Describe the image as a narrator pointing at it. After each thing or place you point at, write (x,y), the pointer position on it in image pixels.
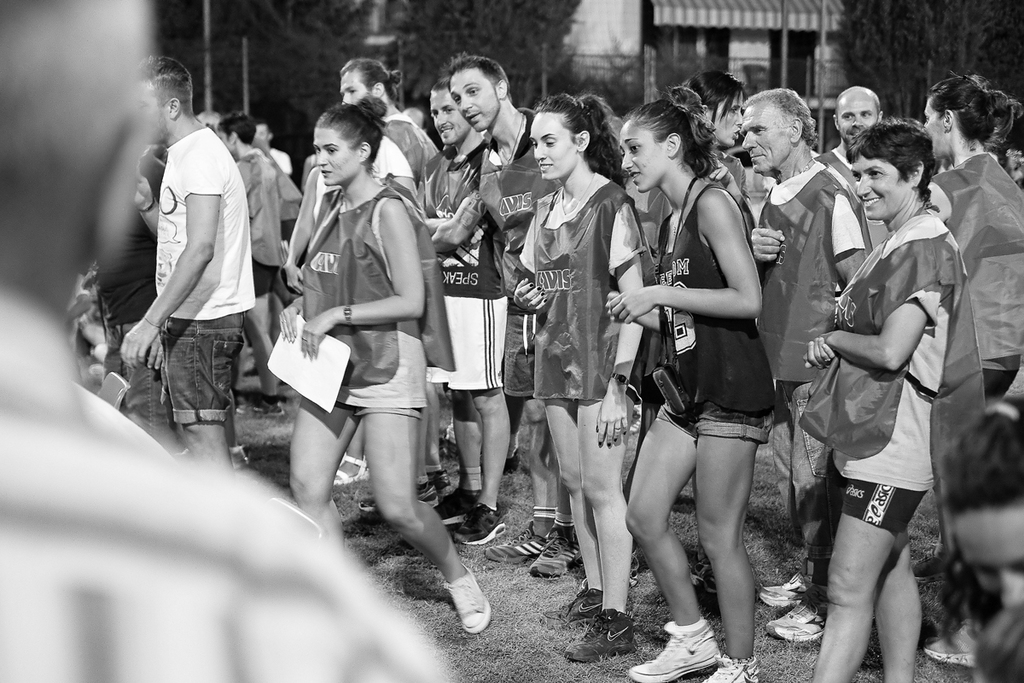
This is a black and white image and here we can see many people (564,185) and some are wearing coats (552,294) and one of them is holding a paper (320,336). In the background (568,53), there are trees (288,51), poles (206,58) and we can see a shed (719,26).
